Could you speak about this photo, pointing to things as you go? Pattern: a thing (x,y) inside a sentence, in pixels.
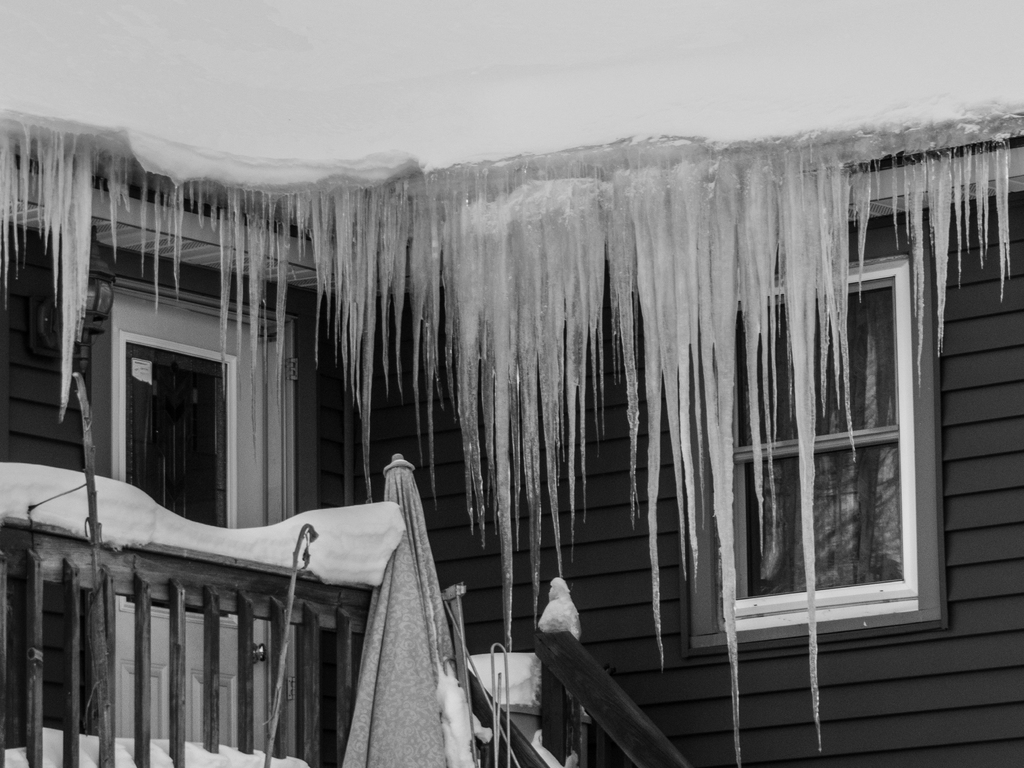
It is a black and white image. In this image we can see the house (954,265) which is covered with the snow (429,12). We can also see the wooden wall (625,620), fence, closed umbrella (393,617) and windows (875,322).
